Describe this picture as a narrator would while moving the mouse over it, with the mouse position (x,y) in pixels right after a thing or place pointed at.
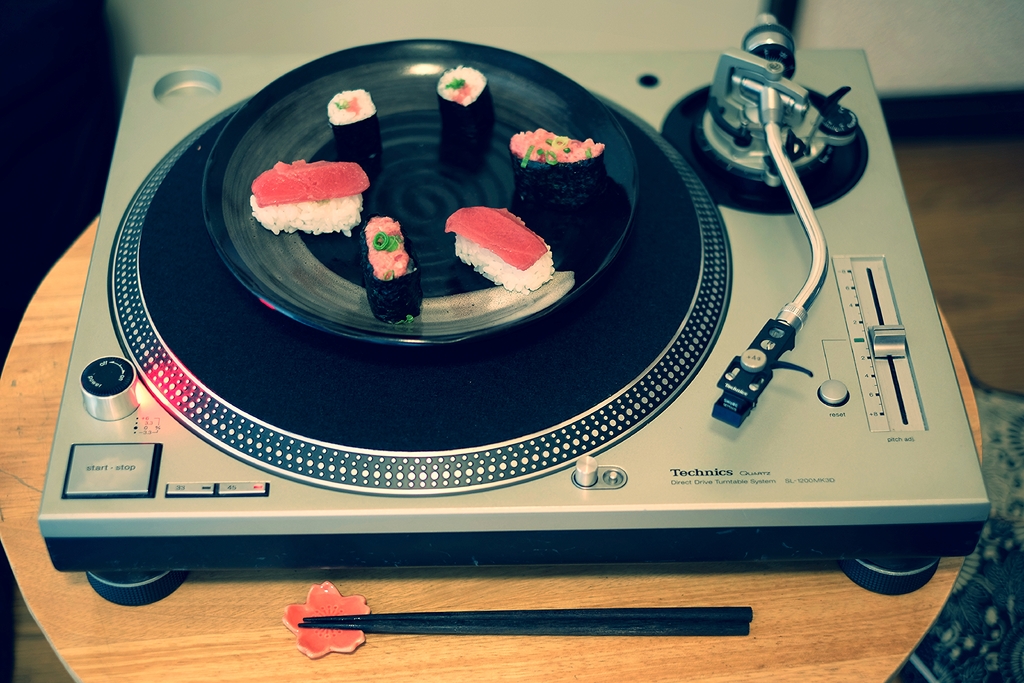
In this picture we can see portable gramophone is placed on the wooden table top (403,651). On the top (283,126) we can see a black color plate (371,323) in which some sushi (403,268) is seen.
